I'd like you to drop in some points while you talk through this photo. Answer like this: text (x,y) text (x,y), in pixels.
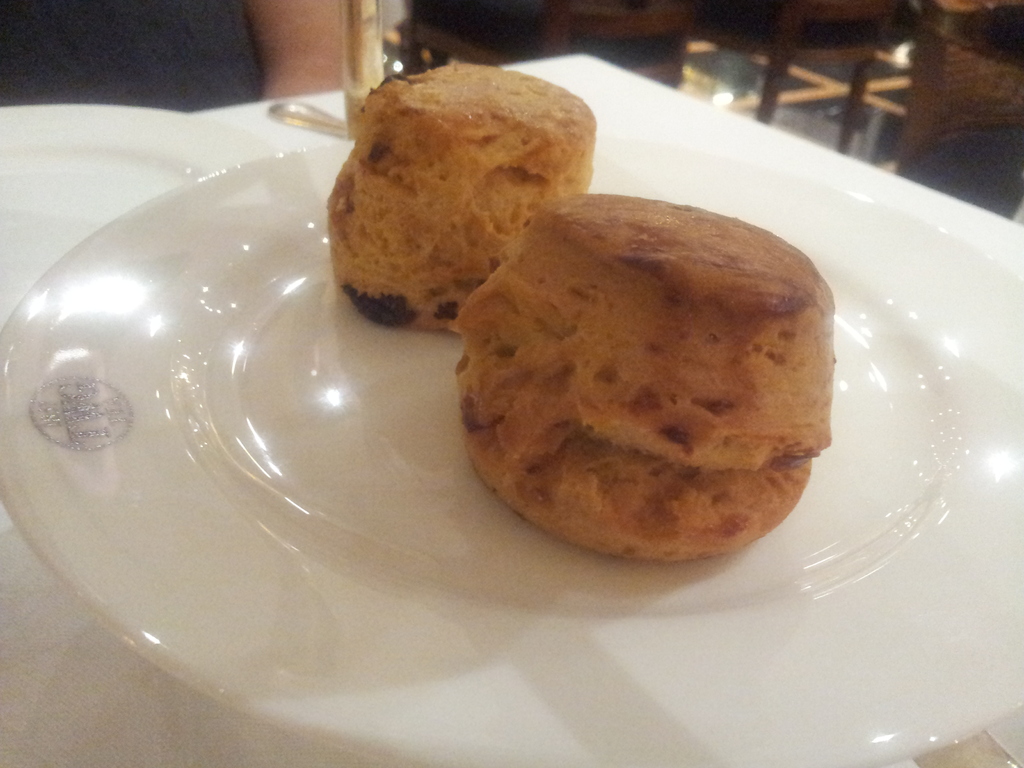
In this image there is a plate (277,439) on which there are two scones (524,262). Beside the plate (145,295) there is another plate (44,135). In the background (686,69) there are chairs (780,56) on the floor (822,78). On the left side (166,59) top there is a person (204,44).
